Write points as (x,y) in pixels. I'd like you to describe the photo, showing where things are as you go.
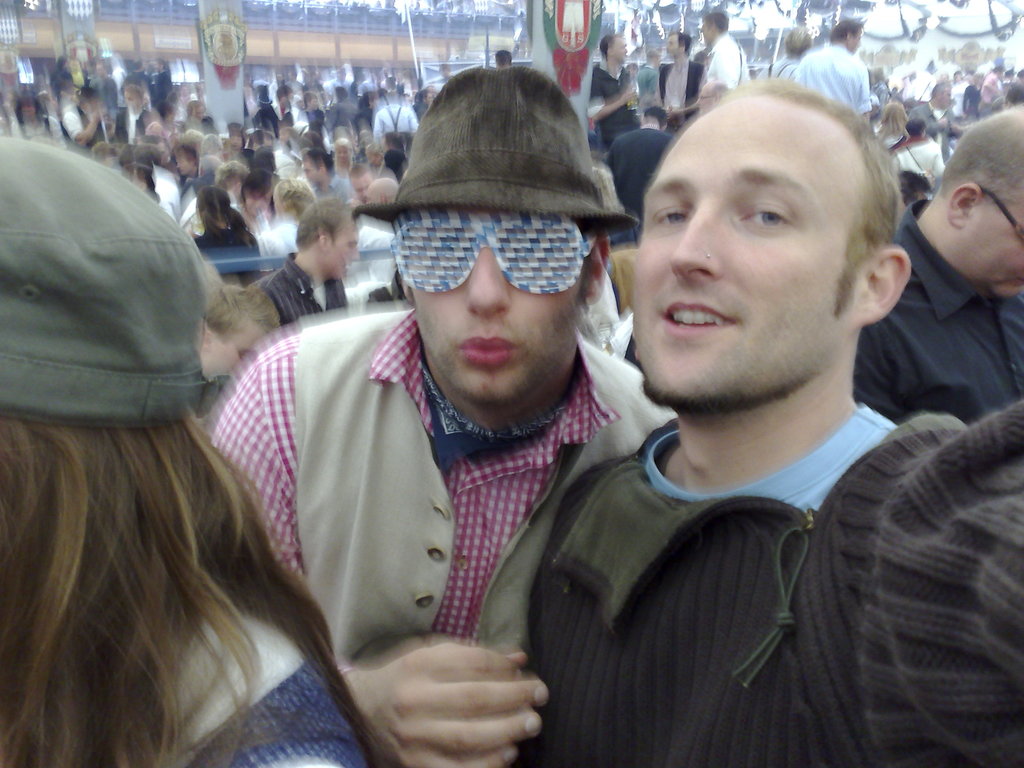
In front of the picture, we see two men (482,377) are standing. The man (404,376) on the left side (325,378) is wearing a hat (433,168) and the goggles (511,227). They are posing for the photo. In front of them, we see a woman (85,430) who is wearing a cap (116,337) is standing. Behind them, we see many people (222,224) are standing. We see the boards (592,42) in white, green and red color. There are railings (279,50) in the background (432,28). This picture is blurred in the background (273,128).
